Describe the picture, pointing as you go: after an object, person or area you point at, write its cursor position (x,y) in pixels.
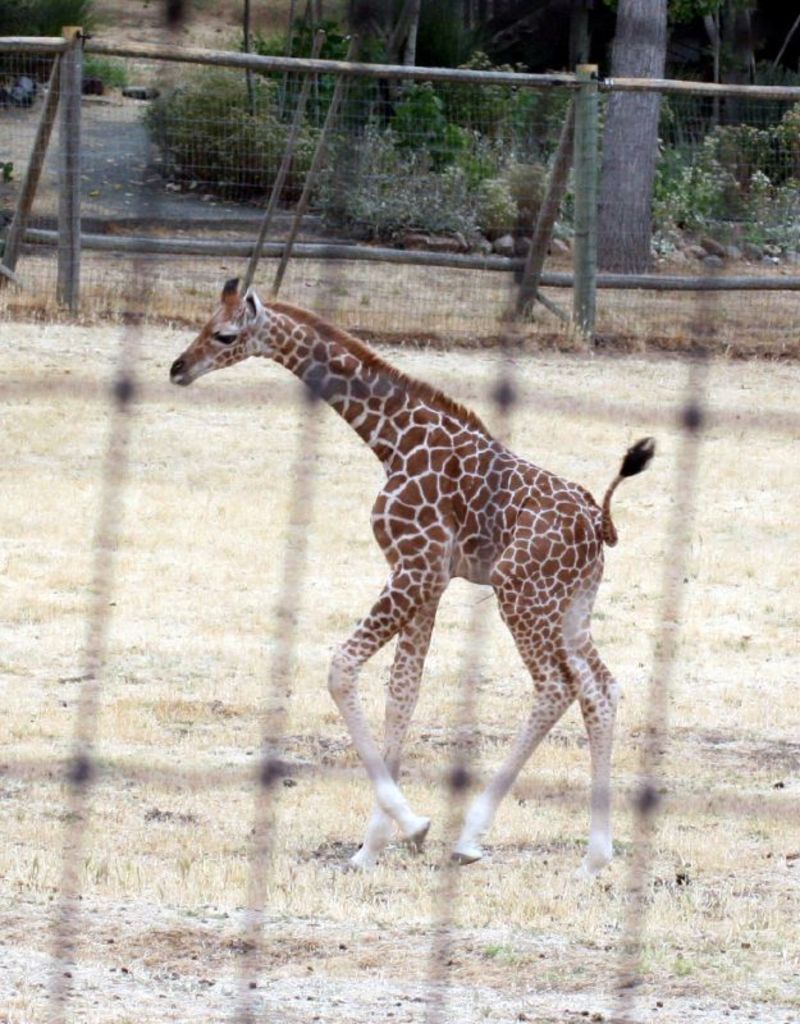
In this image we can see a giraffe (600,775) in the middle of the image (376,368) and there is a fence (386,250) and we can see some plants (481,164) and trees (529,49) in the background (439,3).
